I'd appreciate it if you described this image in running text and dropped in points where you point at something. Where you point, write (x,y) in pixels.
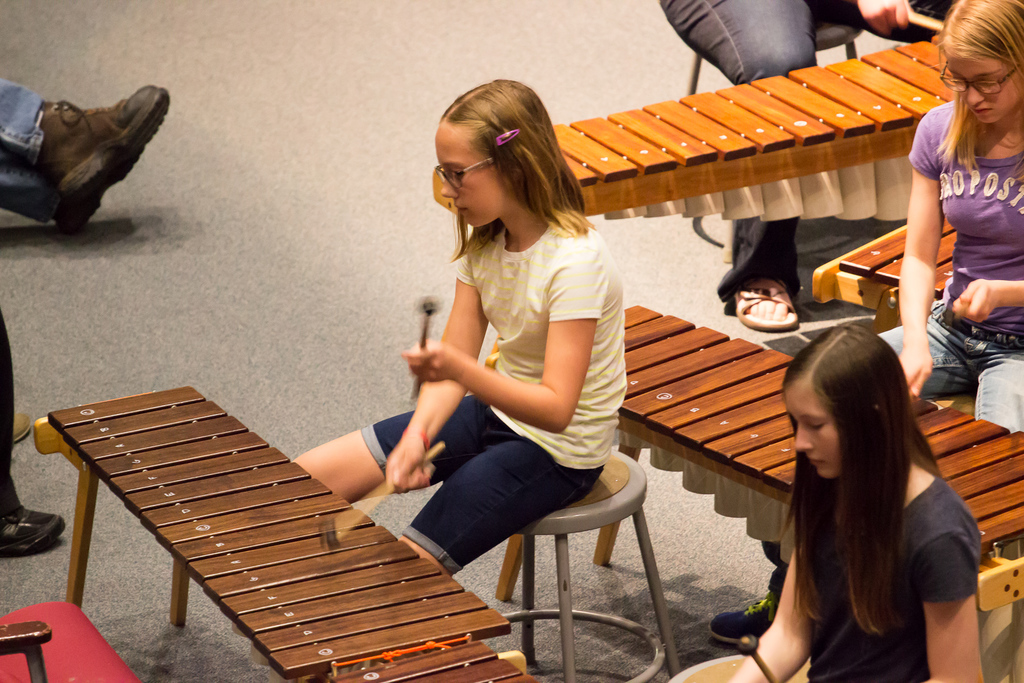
In this picture we can see three girls (614,348) are sitting on stool (622,499) and holding sticks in their hands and hitting on xylophones (218,573) and in front of them we can see chair (93,666) and some persons legs (75,151) and beside to them we can see some more person (793,26) also hitting with sticks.
